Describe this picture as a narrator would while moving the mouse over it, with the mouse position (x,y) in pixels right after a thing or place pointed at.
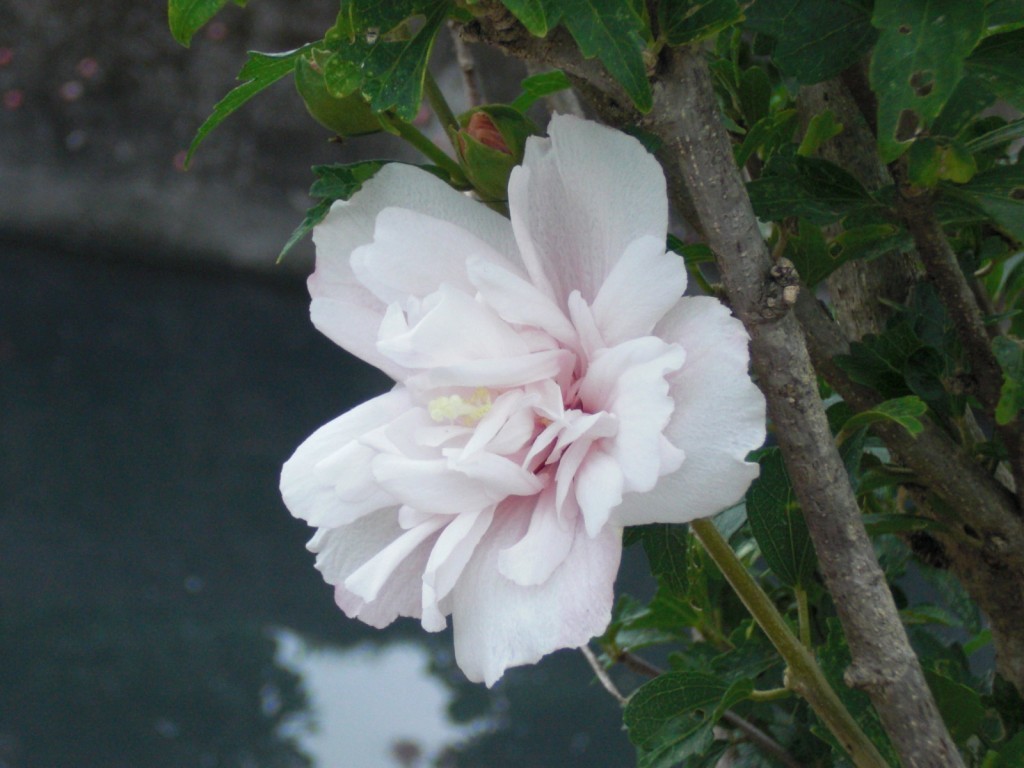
In this image I can see a pink and white color flower (640,364) and few leaves (877,223). Back I can see the water (188,392).
